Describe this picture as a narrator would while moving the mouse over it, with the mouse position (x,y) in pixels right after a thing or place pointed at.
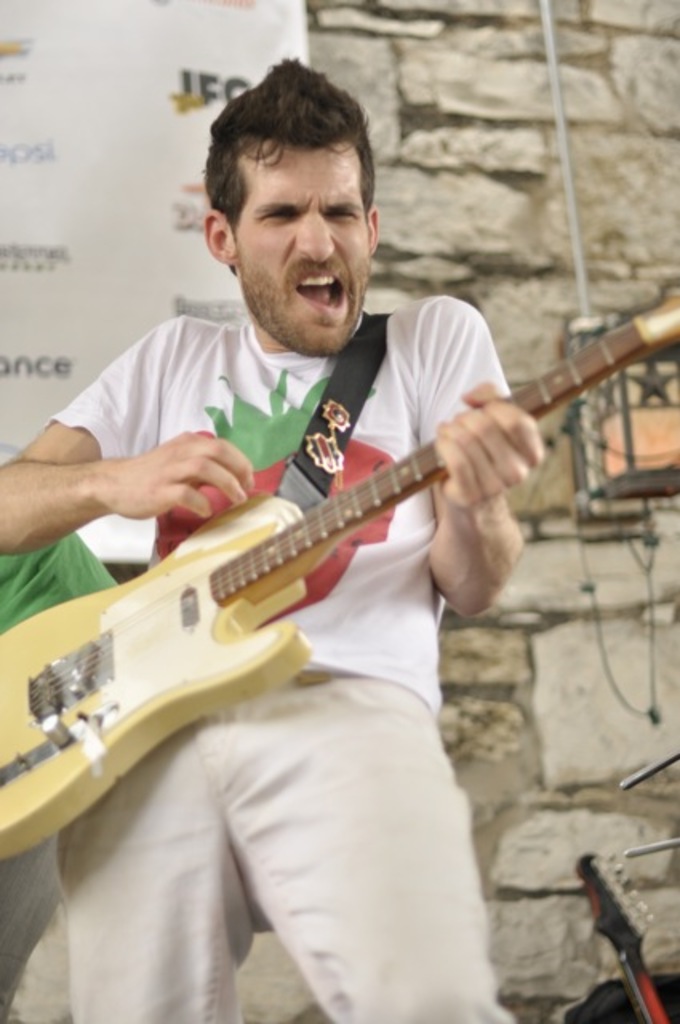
In this picture a man (292,388) is playing guitar (361,492), in the background (74,245) we can see a hoarding (171,179) and a wall (474,119), and also we can find couple of musical instruments (643,977).
